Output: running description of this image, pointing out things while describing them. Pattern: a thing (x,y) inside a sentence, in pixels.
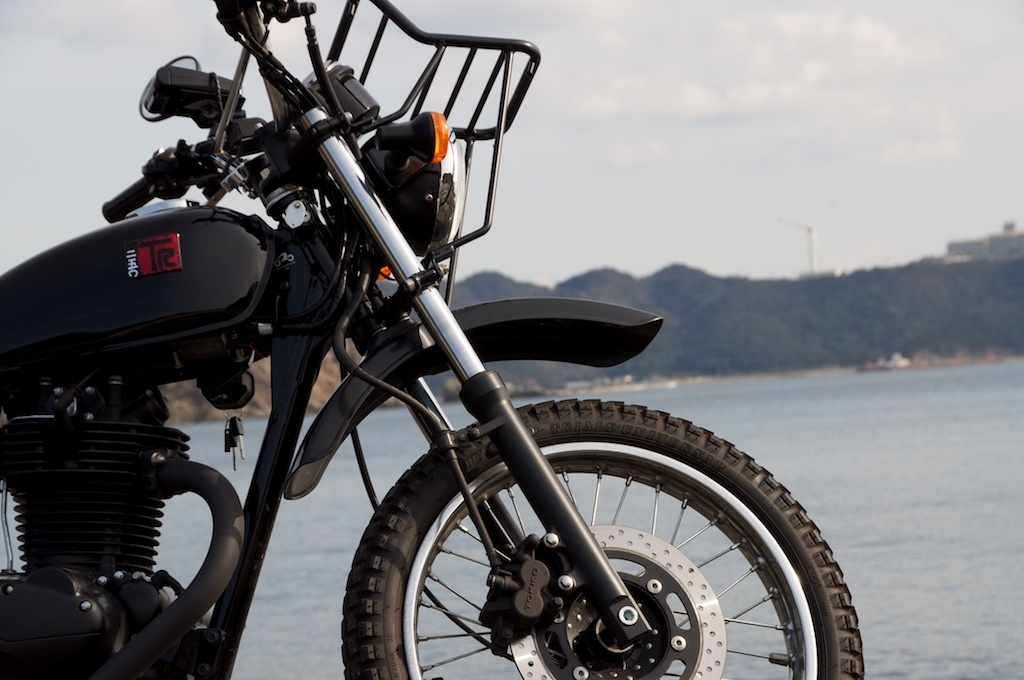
In front of the picture, we see the bike (378,334) in black color. In the middle of the picture (655,408), we see water (867,492) and this water (832,491) might be in the lake (780,401). There are trees (754,346), building (973,247), pole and a rock (336,373) in the background (180,385). We even see the boats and ships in the background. At the top (665,155), we see the sky (640,154). This picture is blurred in the background (819,323).
